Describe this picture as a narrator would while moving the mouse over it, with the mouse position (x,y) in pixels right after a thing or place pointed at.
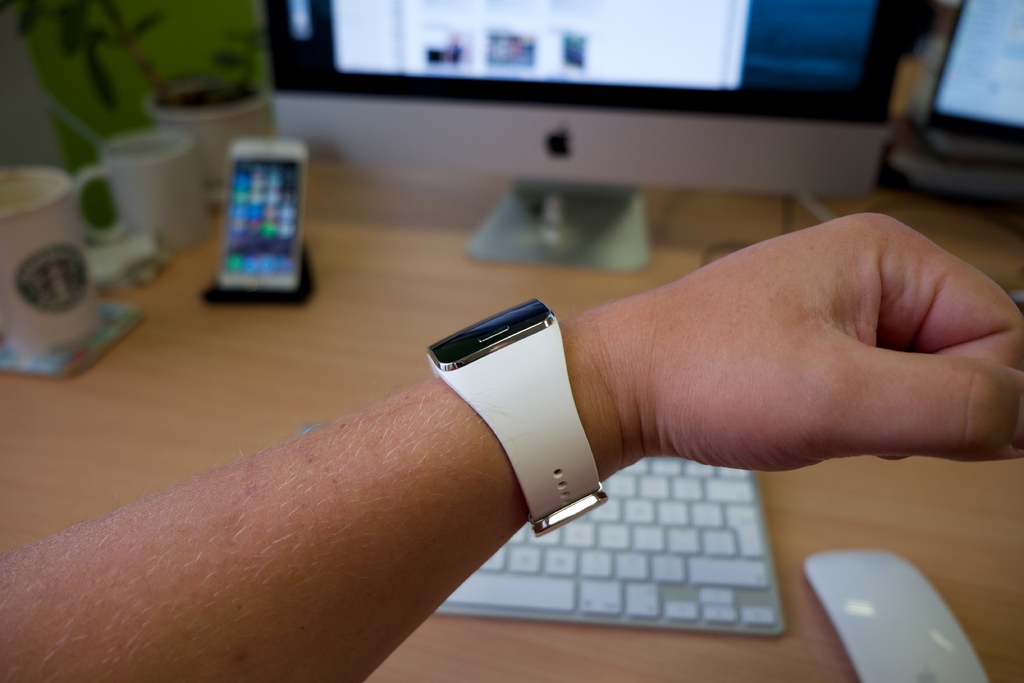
There is a man's hand (602,391). He's wearing a watch (542,413). We can see the background is a mobile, computer (562,242), keyboard (616,582) and a mouse (836,608).
